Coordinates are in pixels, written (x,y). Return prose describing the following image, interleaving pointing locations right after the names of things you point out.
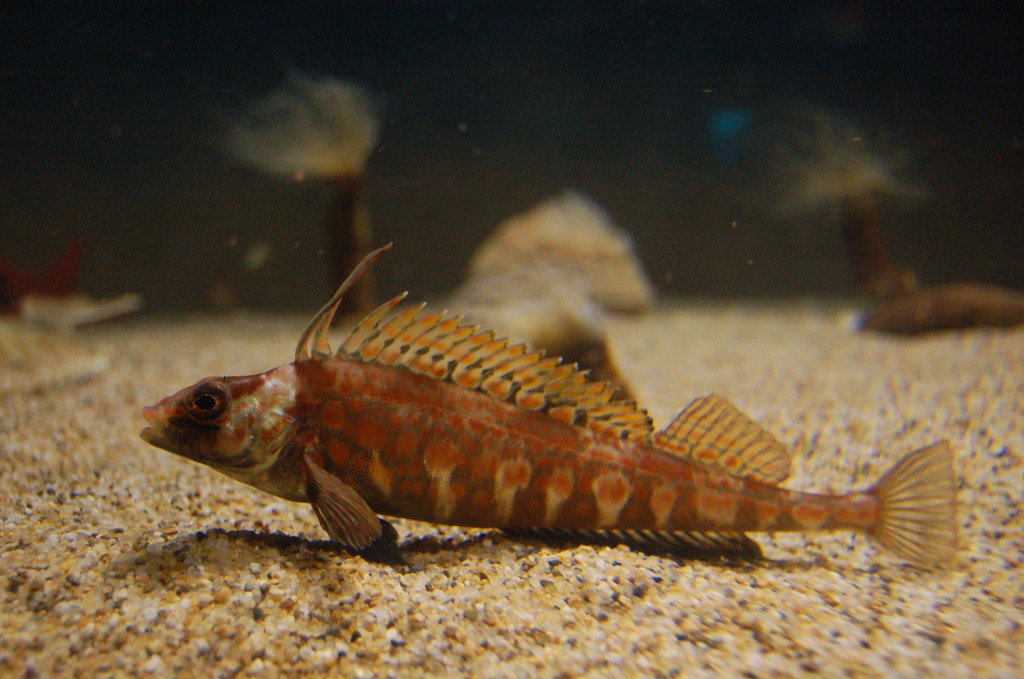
This is an image clicked inside the water (187,177). Here I can see a fish (416,449) facing towards the left side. Along with the fish (444,423) there are few marine species (536,278).
